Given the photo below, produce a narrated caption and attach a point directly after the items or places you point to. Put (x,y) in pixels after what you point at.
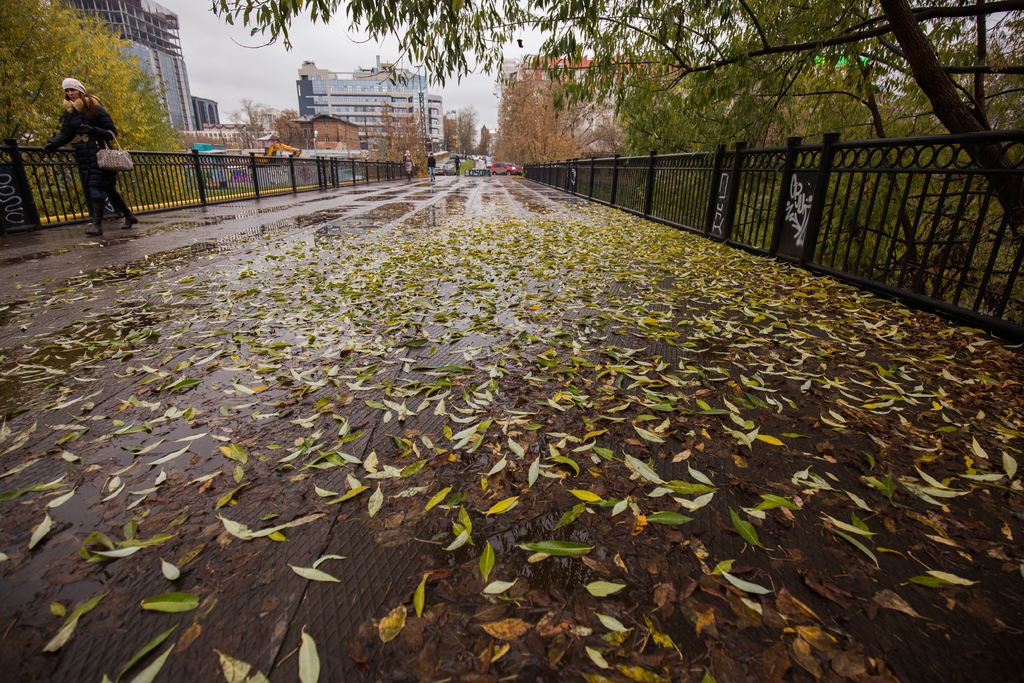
In the foreground of the picture (454,385) there are leaves (672,341) and dry leaves (917,364). On the right (789,100) there are trees (923,61) and railing (618,198). On the left (111,190) there are trees (29,82), railing (28,188) and a woman (81,127) walking. In the center of the background (535,122) there are building (304,101), trees (538,102), people (434,165) and vehicles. Sky (275,76) is cloudy.
